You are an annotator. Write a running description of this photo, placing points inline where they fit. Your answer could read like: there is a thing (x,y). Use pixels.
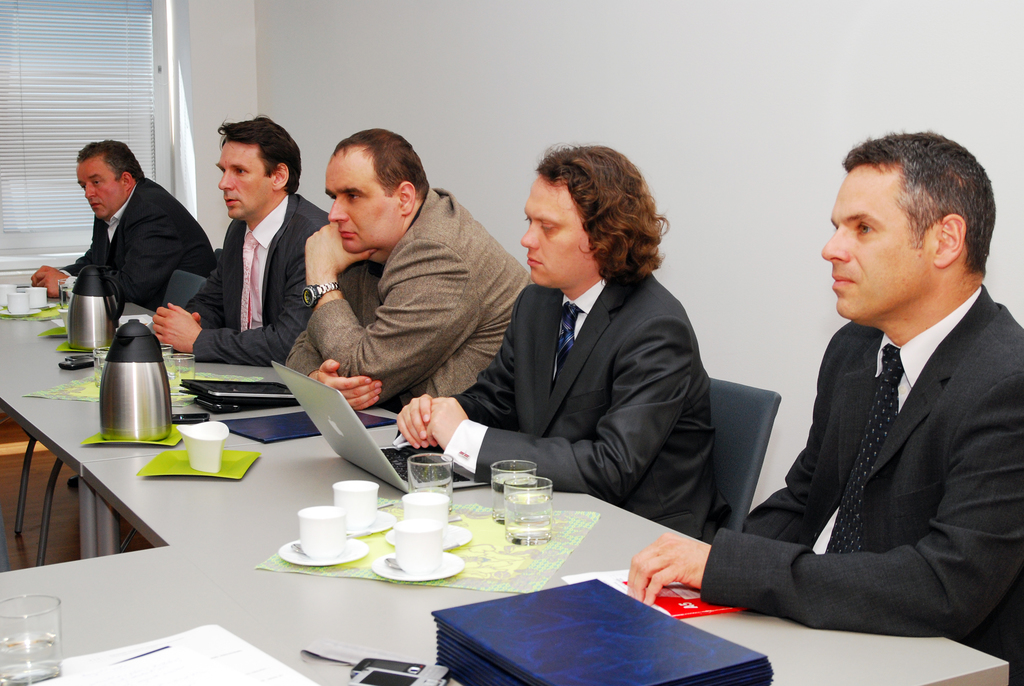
In this image we have 4 men (432,398) sitting in the chair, another man (903,286) sitting in the chair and in the table (249,411) we have a boiler (164,423), cup (331,540), plate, cup (338,526), saucer (378,523), laptop (409,467), glass (528,478), books (520,684), mobile phone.
